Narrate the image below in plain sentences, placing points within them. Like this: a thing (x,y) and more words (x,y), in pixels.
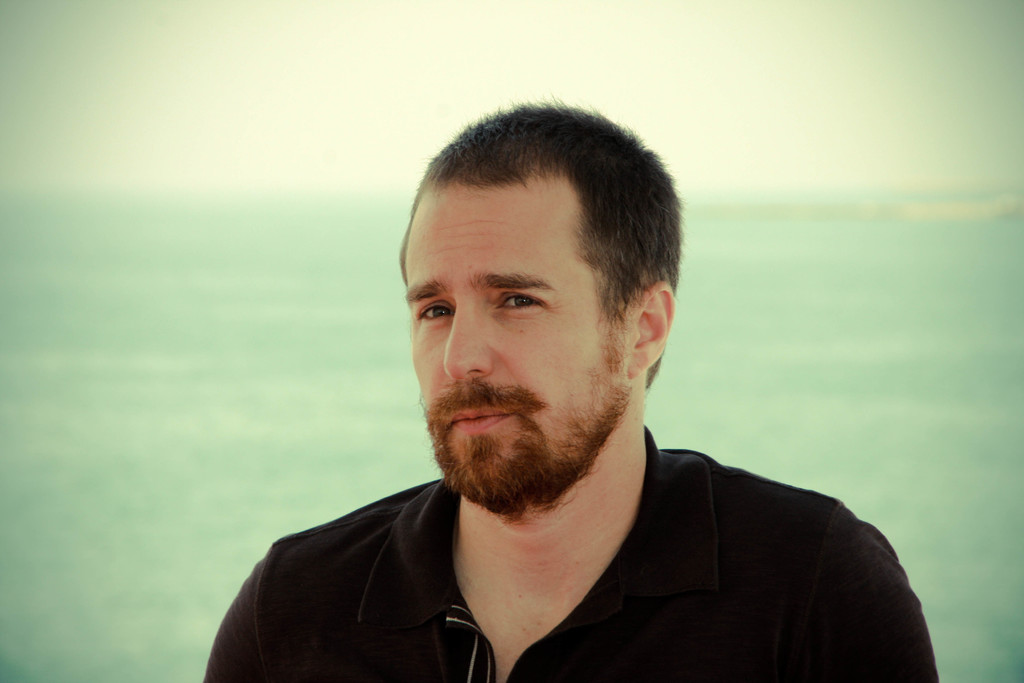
In this image I can see a person (536,463) wearing black colored dress (747,573) and I can see the background (223,299) which is cream and green in color.
